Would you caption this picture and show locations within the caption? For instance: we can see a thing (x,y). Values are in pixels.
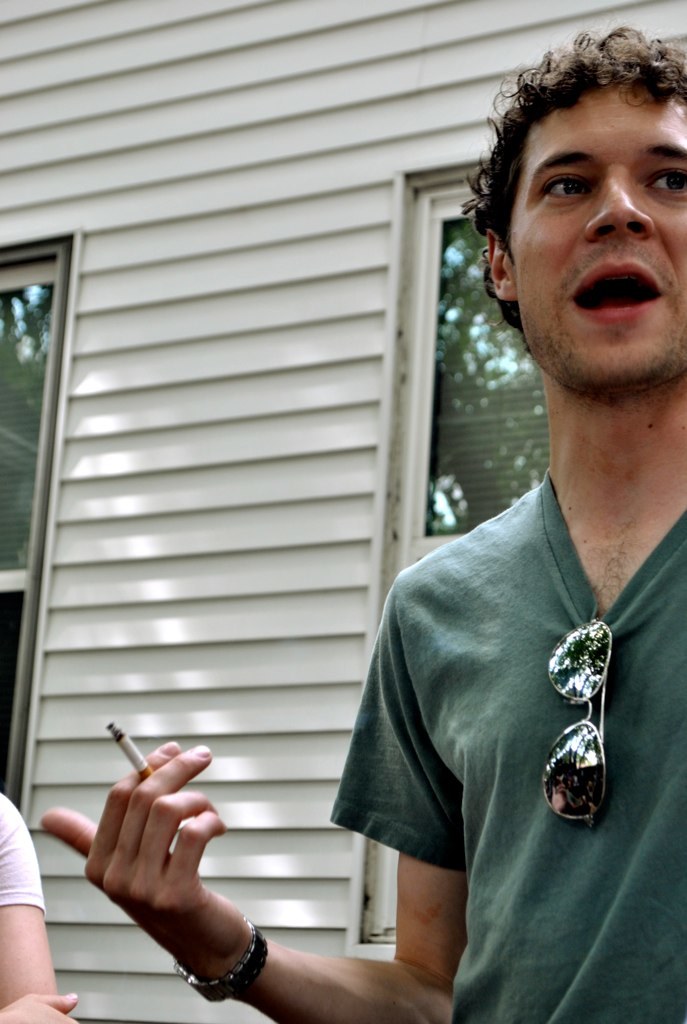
In the center of the image (432,570) there is a person (376,643) holding a cigarette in his hand (186,957). In the background of the image (299,155) there is a wall (290,176). There is window (9,796).
